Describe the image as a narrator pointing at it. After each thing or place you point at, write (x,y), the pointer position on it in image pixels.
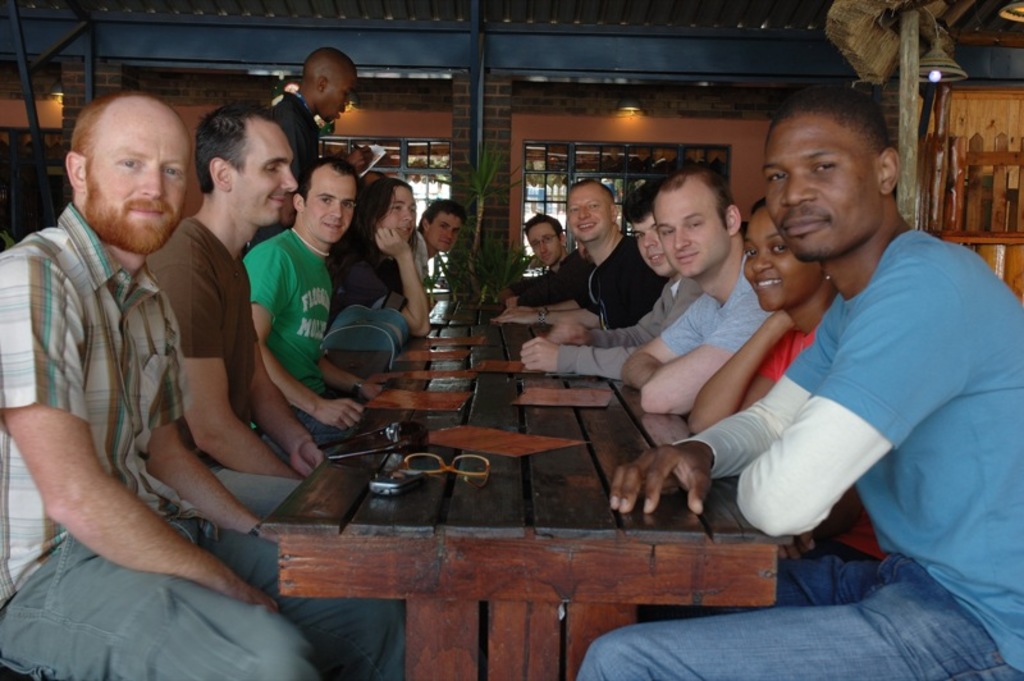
Few people (67,382) are sitting around the table (484,555) there is mobile (421,481) and two spectacles (382,469) on table (506,551). Backside there is a plant (475,163). Left side a person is standing and writing on a paper (379,147). Right side (950,69) there is a lamp (951,46). Right side (922,409) there is a person (818,368) wearing blue shirt (907,508) and jeans pant (897,567).
